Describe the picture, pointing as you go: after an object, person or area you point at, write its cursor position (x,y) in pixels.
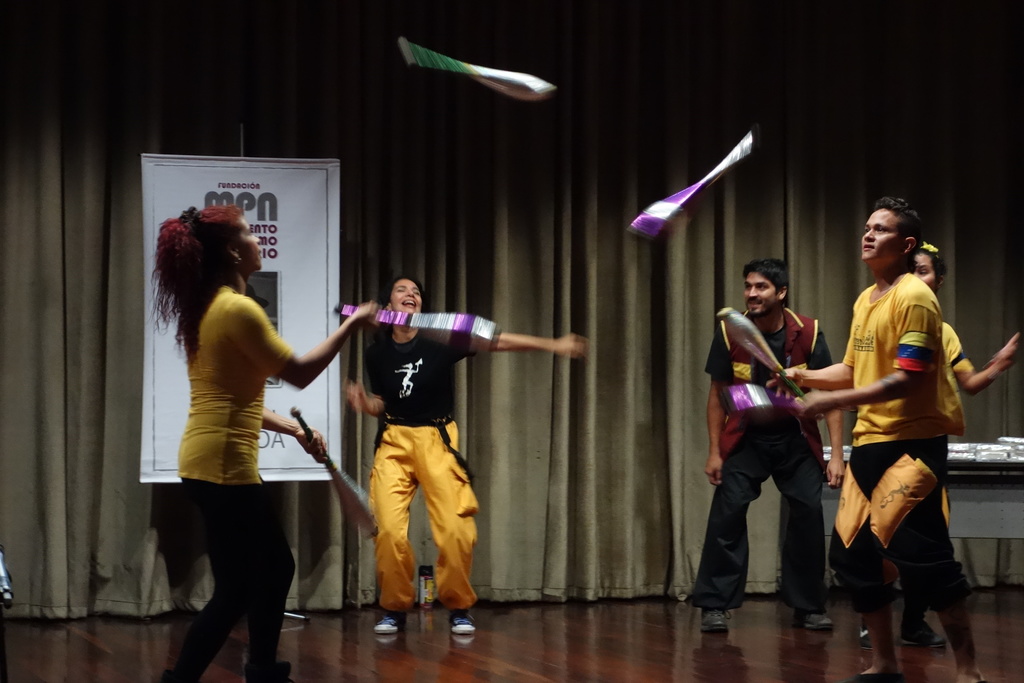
These two people (243,553) holding objects (741,393). Background (169,350) we can see table (963,477), curtain (529,275), hoarding (336,259) and people (430,418). On this table (966,490) there are things (967,447).
